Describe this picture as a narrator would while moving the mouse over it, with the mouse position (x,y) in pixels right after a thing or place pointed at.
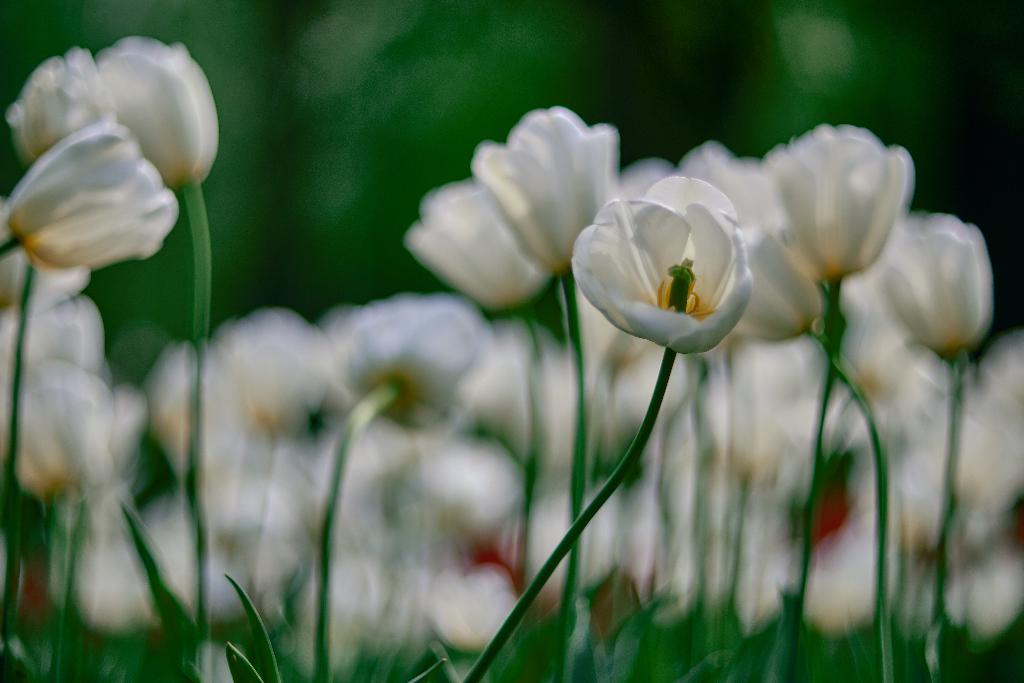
At the bottom of this image (547,501), there are plants (469,440) having white color flowers (52,336). And the background (855,57) is blurred.
